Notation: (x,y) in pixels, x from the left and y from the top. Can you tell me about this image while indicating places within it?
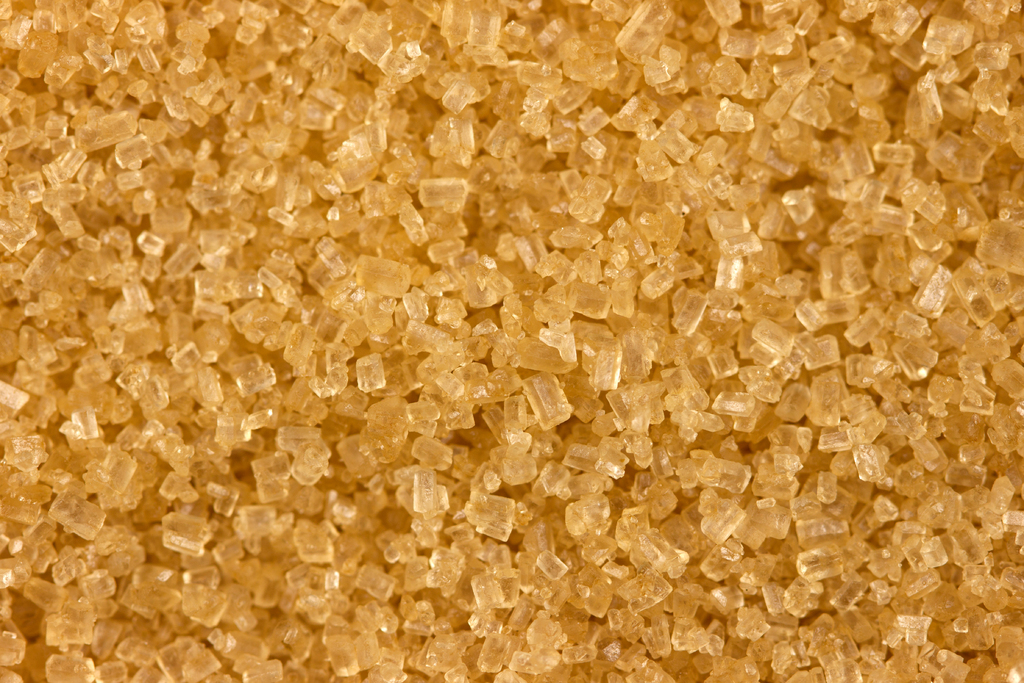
In this image we can see the sugar (572,444).
